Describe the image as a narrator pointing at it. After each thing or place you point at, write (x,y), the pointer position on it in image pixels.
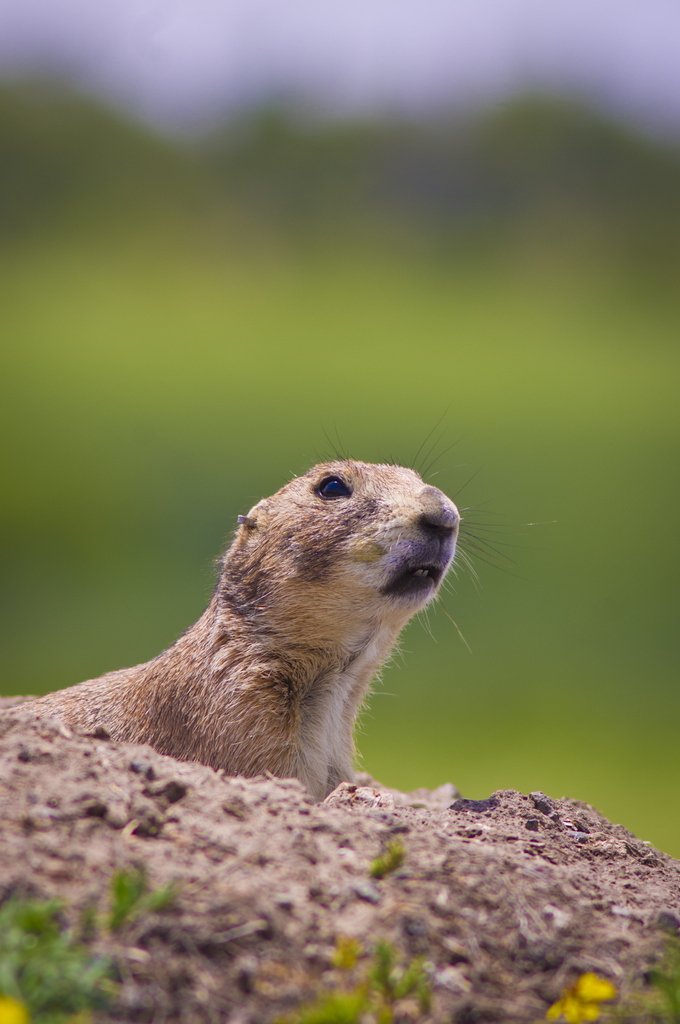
In this picture we can see a few plants (673,953) at the bottom of the picture (376,983). We can see an animal (249,656). Background (669,305) is blurry.
